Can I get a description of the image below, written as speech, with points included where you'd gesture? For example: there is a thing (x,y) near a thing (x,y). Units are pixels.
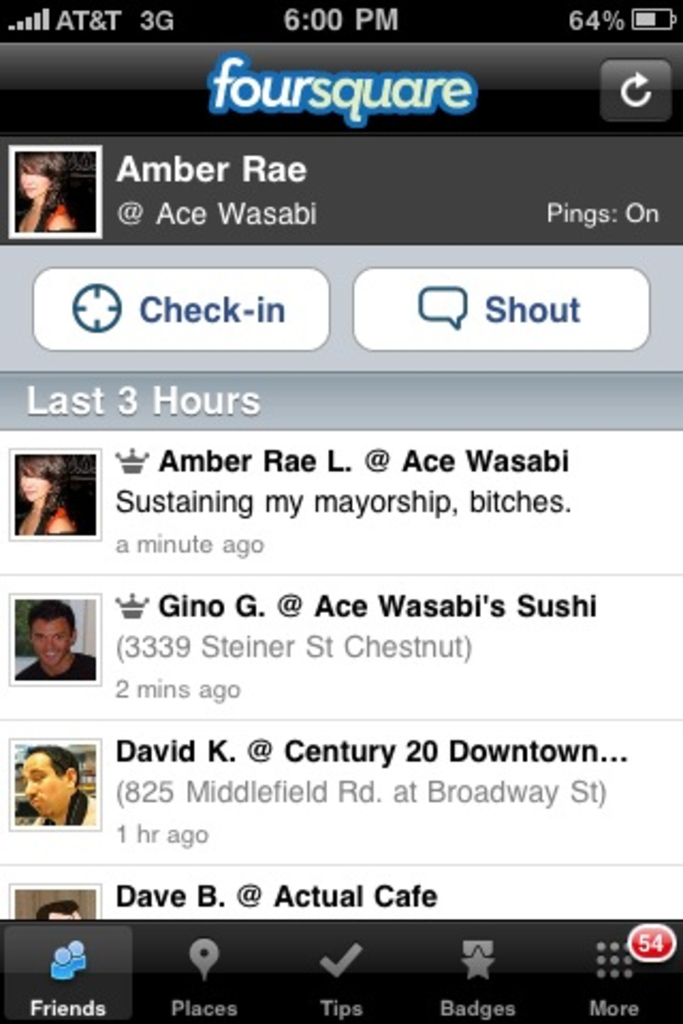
In this image there is a screenshot, on the screenshot there is a text (148,689) and some persons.
